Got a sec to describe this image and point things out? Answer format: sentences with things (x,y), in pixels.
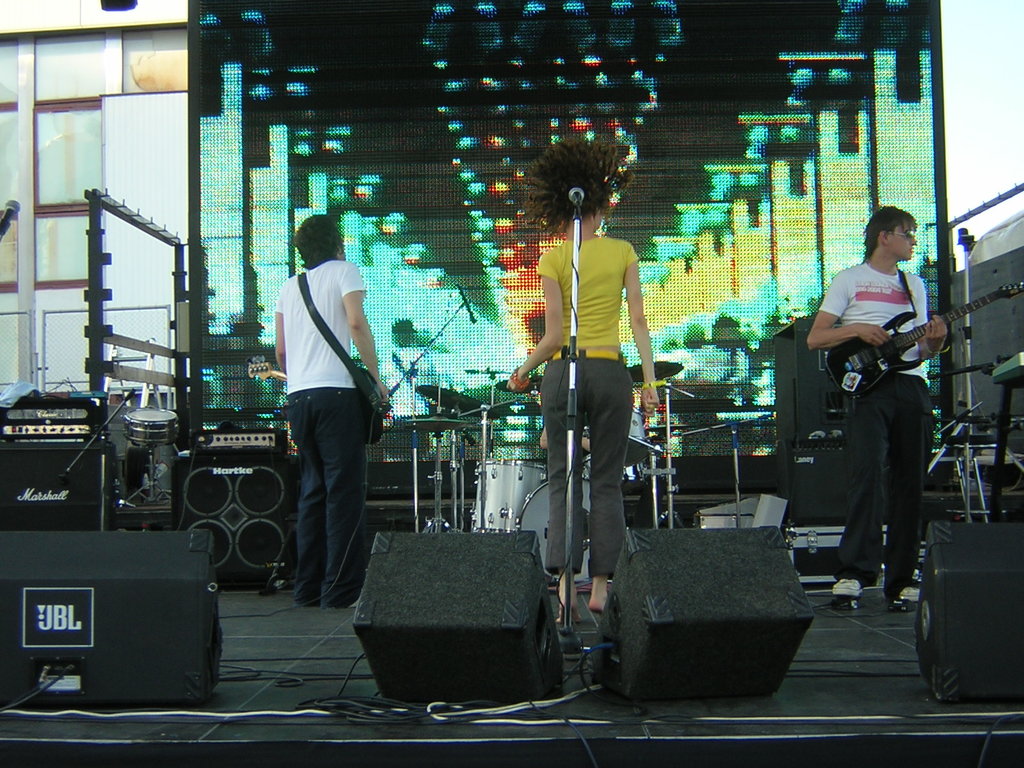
In this image we can see two people (895,555) standing and holding guitars (387,409). The lady (591,418) standing in the center (595,305) is performing. We can see a mic (572,190) placed on the stand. In the background (683,416) there is a band (423,418), screen (438,178) and a wall (86,127). At the bottom (163,674) there are speakers (532,626).
